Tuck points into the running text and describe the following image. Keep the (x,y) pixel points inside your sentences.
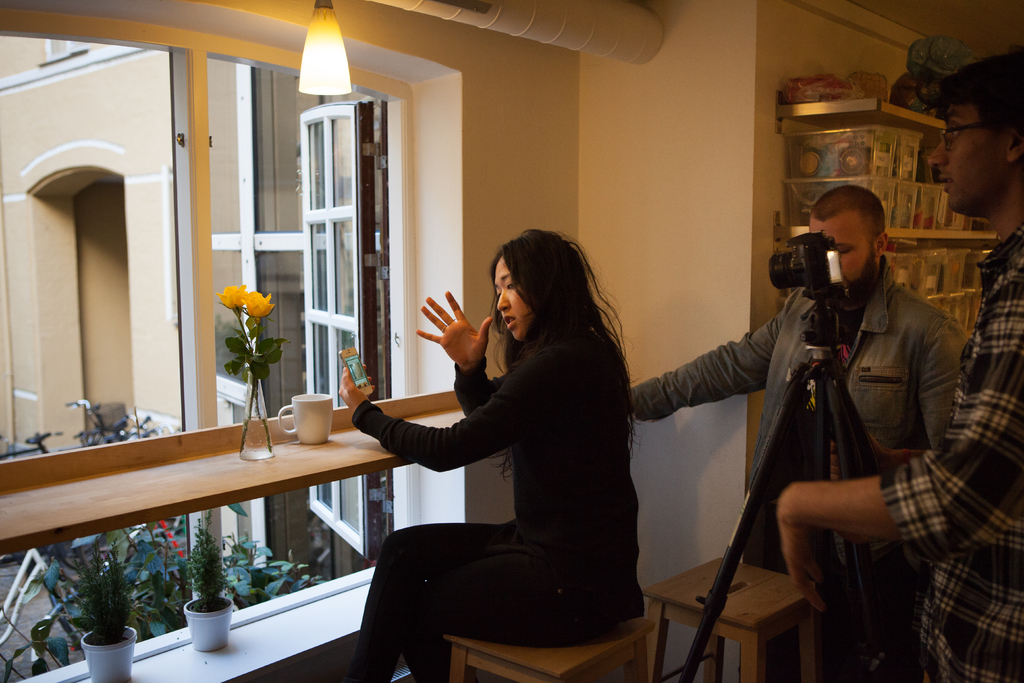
On the right side of the image (901,551) there are two people (875,479) standing. There is a camera stand (691,655). There is a person (514,485) sitting on the stool (560,652) and she is holding the mobile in her hand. Beside her there is another stool (667,627). There are some objects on the racks (908,127). In front of her there are flower pots (266,318) and a cup (322,406) on the platform (28,481). There is a glass window (273,141). On top of the image (336,63) there is a light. In the background of the image (542,211) there are cycles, flower pots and a wall (361,64).
